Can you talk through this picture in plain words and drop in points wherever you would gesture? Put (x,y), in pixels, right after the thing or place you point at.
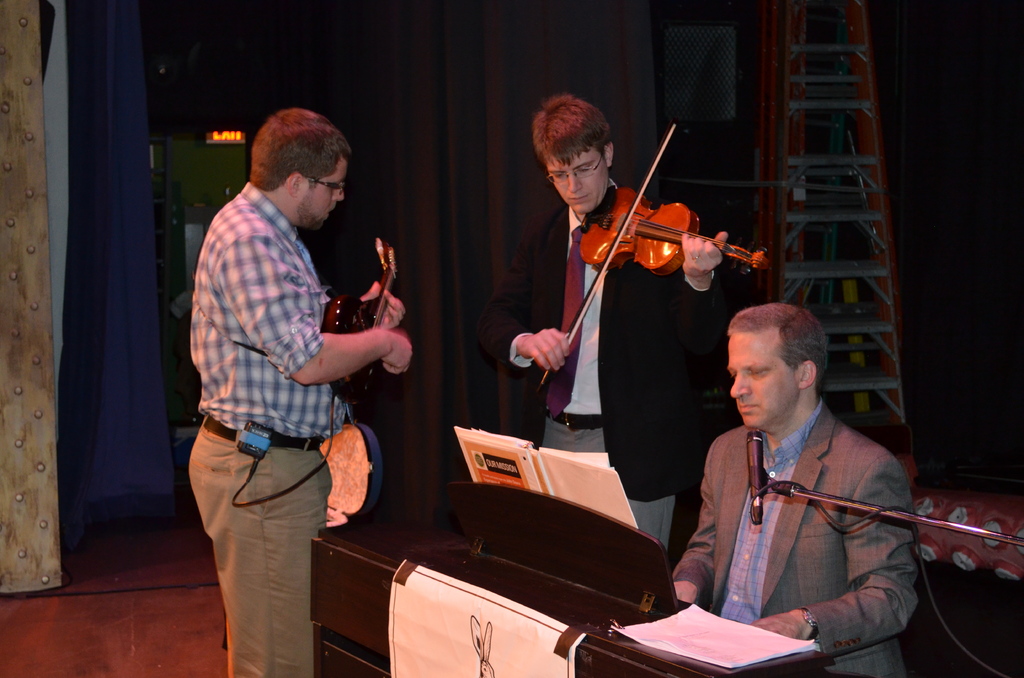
In the image in the center (576,377) we can see two people (516,326) were standing and they were playing musical instruments (644,203). On the right side of the image (851,628), we can see one person (845,572) sitting. In front of him, we can see papers (710,639), book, table (600,568) and microphone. In the background (176,57) there is a wall (204,138), ladder (877,271), curtain (957,86) and few other objects (2,285).
